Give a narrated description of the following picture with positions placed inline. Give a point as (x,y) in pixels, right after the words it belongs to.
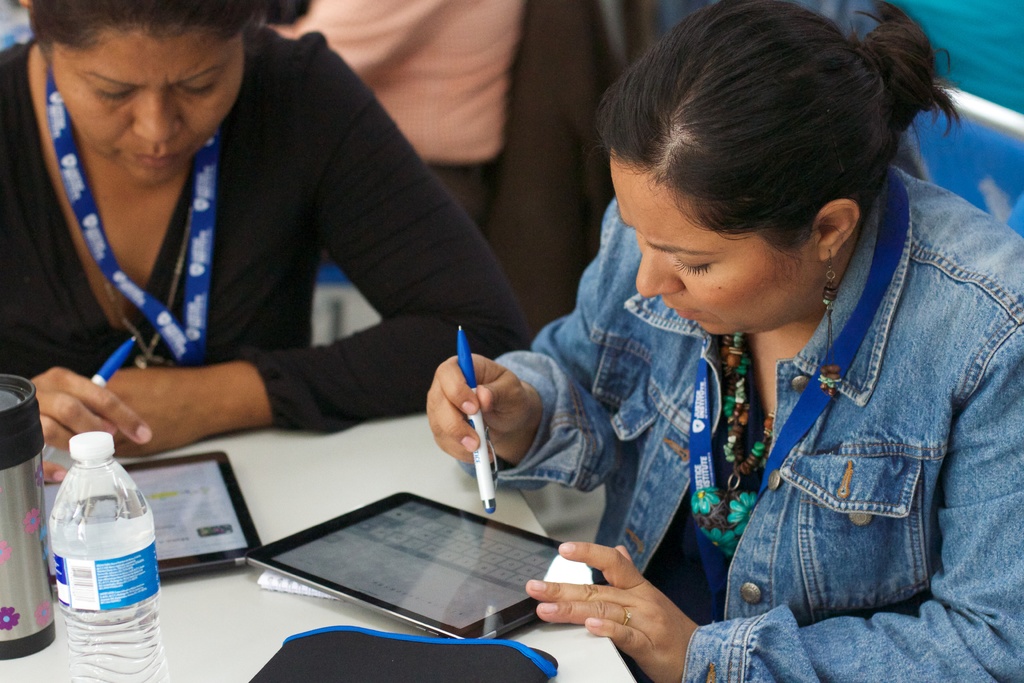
In this image I can see on the right side (892,454) a woman (680,478) is looking at the tablet (444,557), she wore jeans shirt (872,478) and Id card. On the left side (208,256) there is another woman (241,225) also doing the same, she wore black color top (312,203). On the left side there is the water bottle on the table (284,521).
